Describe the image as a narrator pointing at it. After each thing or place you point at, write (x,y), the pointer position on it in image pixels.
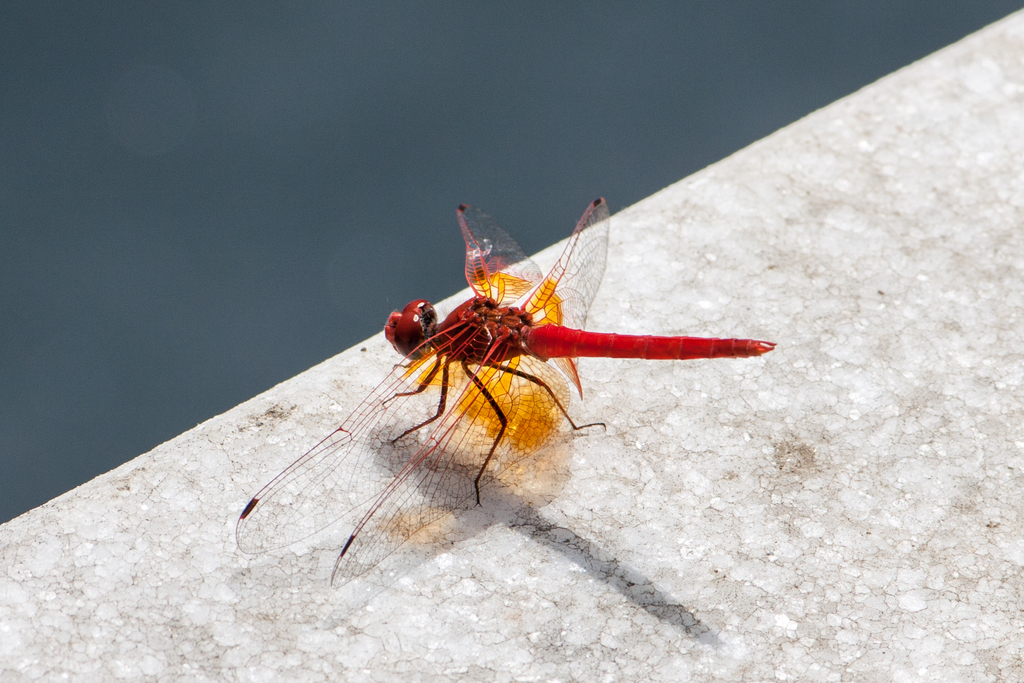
In the image there is a dragonfly (488,337) lying on a stone surface (628,281).
